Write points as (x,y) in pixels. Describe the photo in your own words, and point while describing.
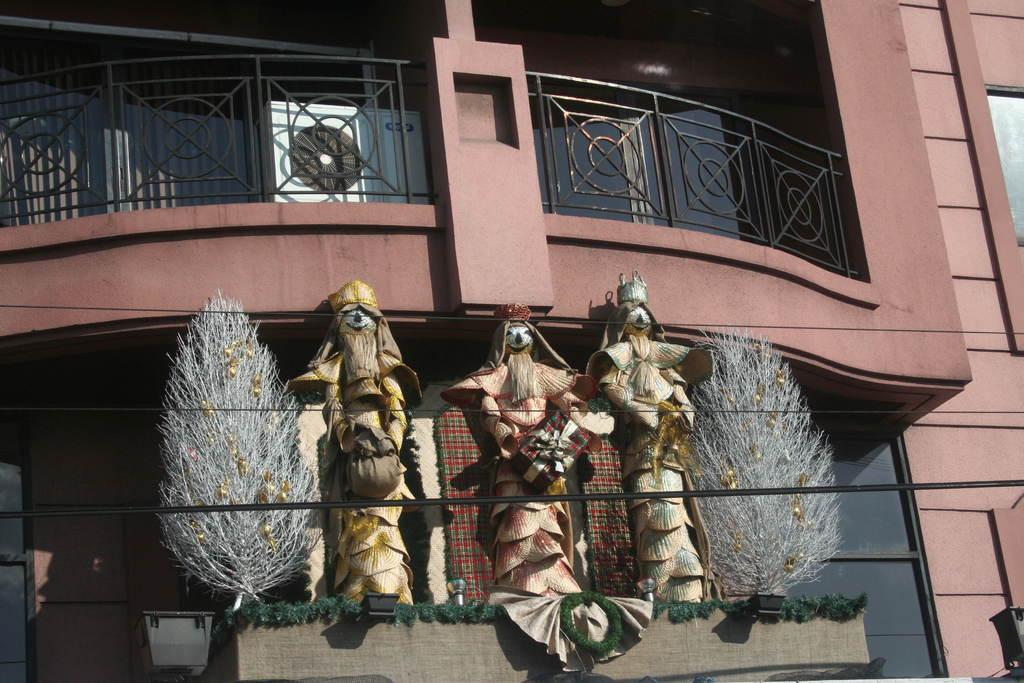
In this image we can see building (627,139) with glass walls (841,527) and railing (357,152). In front of the building (382,267) there are statues (547,412) and plants (254,432). Also there are decorative items (332,582).
